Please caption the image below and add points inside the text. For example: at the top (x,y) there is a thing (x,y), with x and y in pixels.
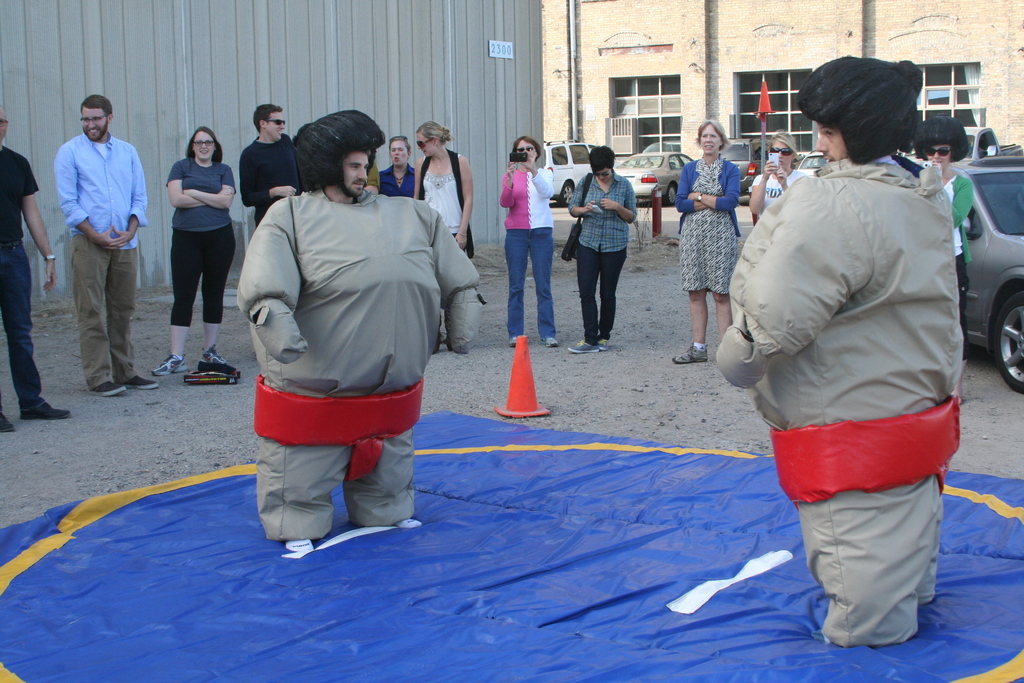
In this picture, we can see two people (273,432) in the inflatable sumo suits (403,404) and behind the people (331,409) there are groups of people (62,181) standing on the path (87,412) and at the background of the people (526,200) there are cars (1007,221) on the road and a building (650,52).
